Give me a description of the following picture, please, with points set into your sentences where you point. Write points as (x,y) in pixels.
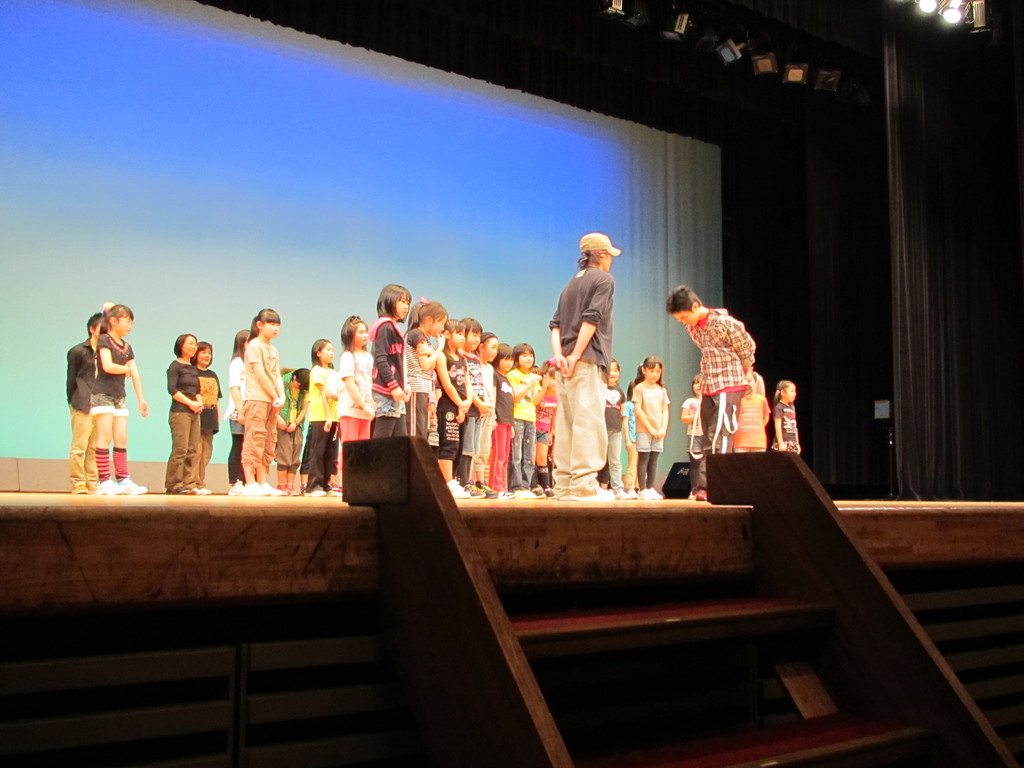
In the picture I can see some group of children (409,380) along with two persons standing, we can see some stairs (583,626) and light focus towards the stage (584,562).
